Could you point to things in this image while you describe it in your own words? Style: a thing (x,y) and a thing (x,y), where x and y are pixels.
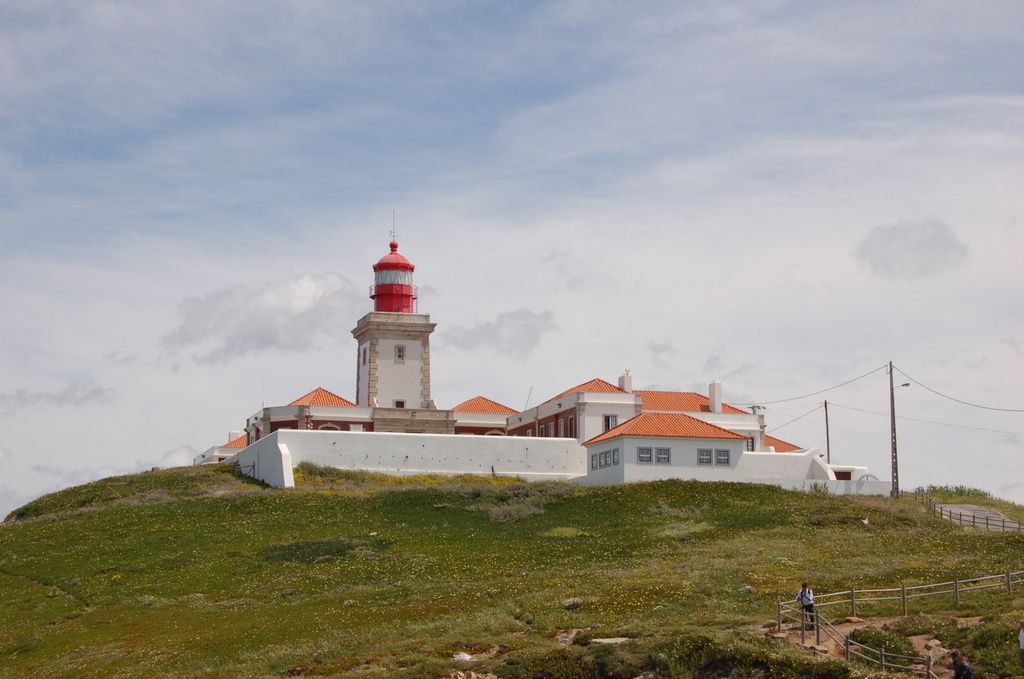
In this image, in the middle (622,434), we can see a building (706,471), glass window (710,462). On the right of the image (923,600), we can see a electric pole (892,451), electric wires (911,418), wood fence (933,591) and a person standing on the land (881,626). At the top (725,168), we can see a sky (621,319) which is cloudy, at the bottom (460,536), we can see a grass (357,529) and few plants (706,663), we can also see some rocks (933,645).
